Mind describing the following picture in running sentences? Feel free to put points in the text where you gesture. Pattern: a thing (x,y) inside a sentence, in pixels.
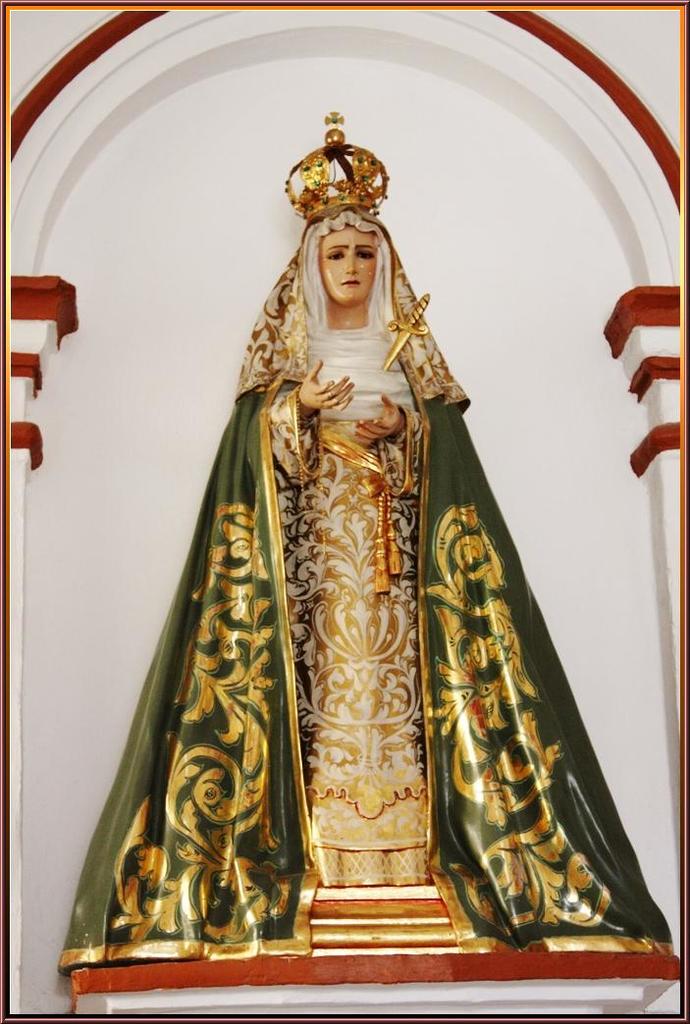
In the middle of the image (314,585) there is a statue of a woman (353,743). In the background (210,187) there is a wall (500,217).
